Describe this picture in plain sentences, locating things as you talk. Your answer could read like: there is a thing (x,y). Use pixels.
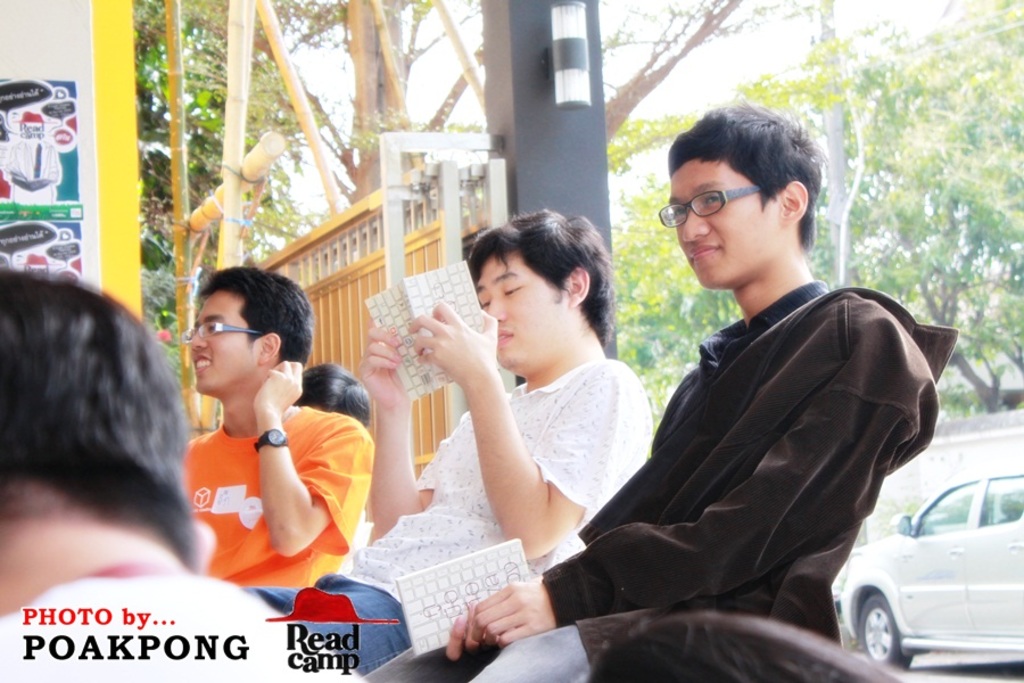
In this picture there are people (586,465) in the center of the image (512,332), holding objects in their hands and there are posters (52,223) on the wall (100,27) and there are bamboos (393,66), trees (372,172), and a boundary (384,187) in the background area of the image (384,187) and there is a car (967,510) in the background area of the image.
